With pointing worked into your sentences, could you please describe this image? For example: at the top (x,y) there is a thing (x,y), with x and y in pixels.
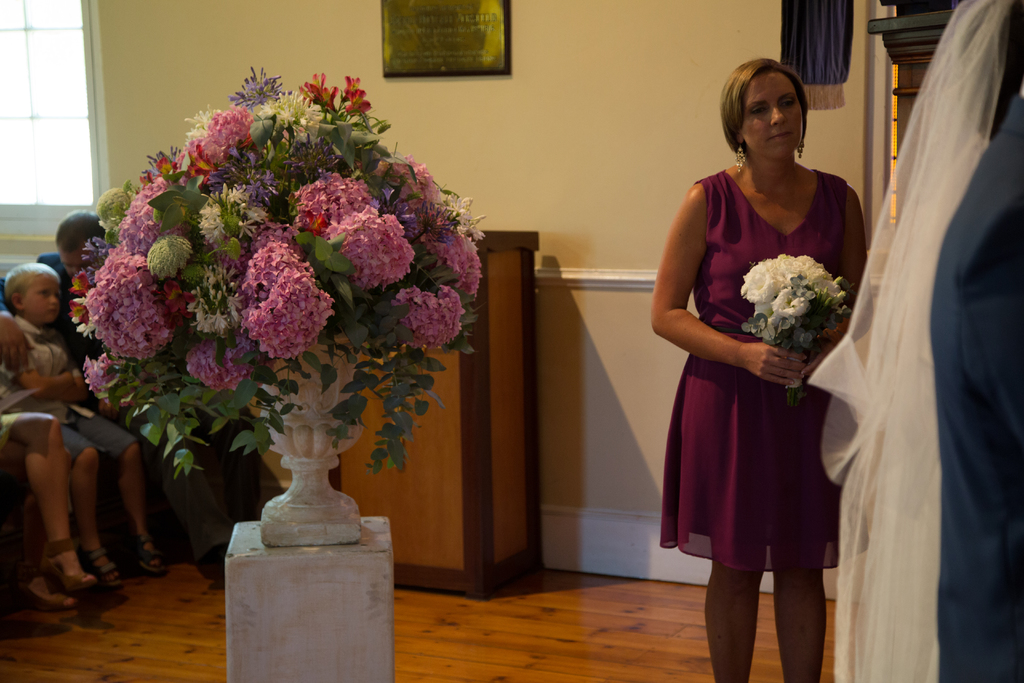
The picture is taken in a room (176,542). In the foreground of the picture (325,385) there is a flower vase (308,386) and there are flowers (246,259). On the right side of the picture (935,305) there are people (939,287) standing. On the right side (786,306) there is a woman (806,248) holding bouquet (793,292). On the left side (44,492) there are people (56,384) sitting and a window (42,131). In the center of the background (251,28) there is a desk (520,303) and a wall (484,97).
